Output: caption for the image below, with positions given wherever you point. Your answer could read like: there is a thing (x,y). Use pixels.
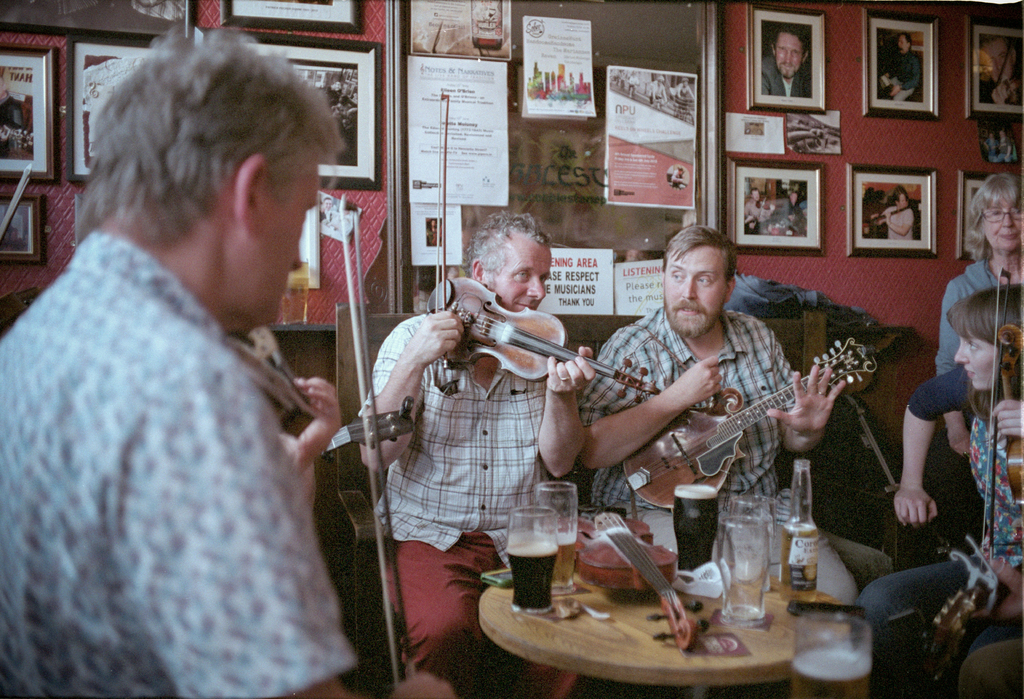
There are group of people (627,422) playing violin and there is a table (709,609) in front of them which contains a glass (554,562) of drink (536,561) in it.
